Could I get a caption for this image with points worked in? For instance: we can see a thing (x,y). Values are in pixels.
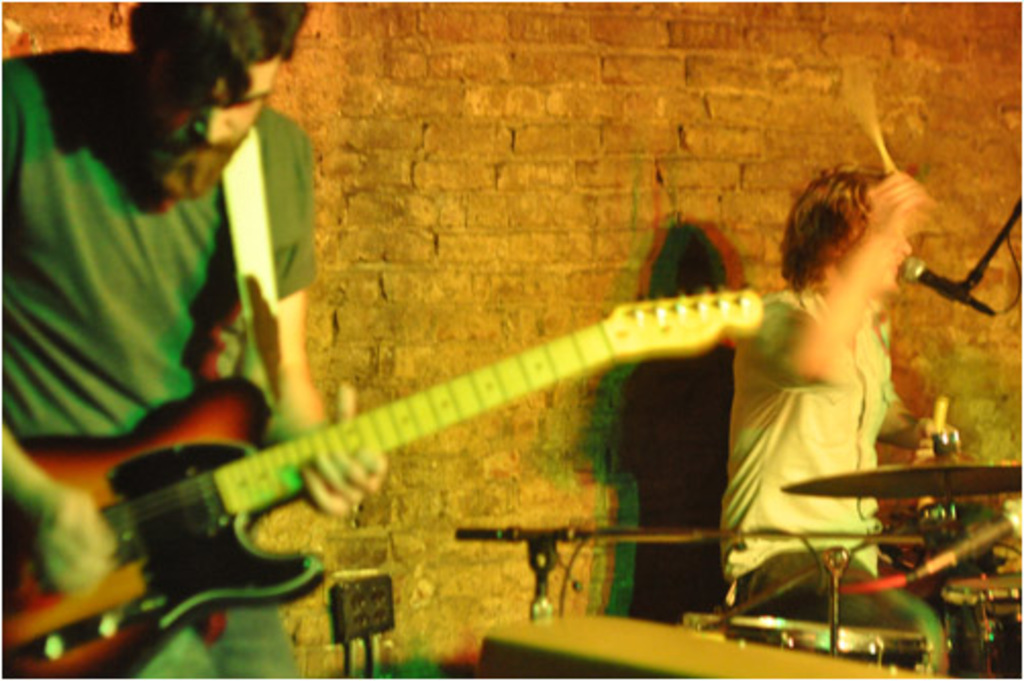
In this picture we can see two persons (180,235) playing guitar (208,437), drums (935,484) and in front of this person (865,227) we have mic (912,279) and in background (645,154) we can see brick wall (526,256).
